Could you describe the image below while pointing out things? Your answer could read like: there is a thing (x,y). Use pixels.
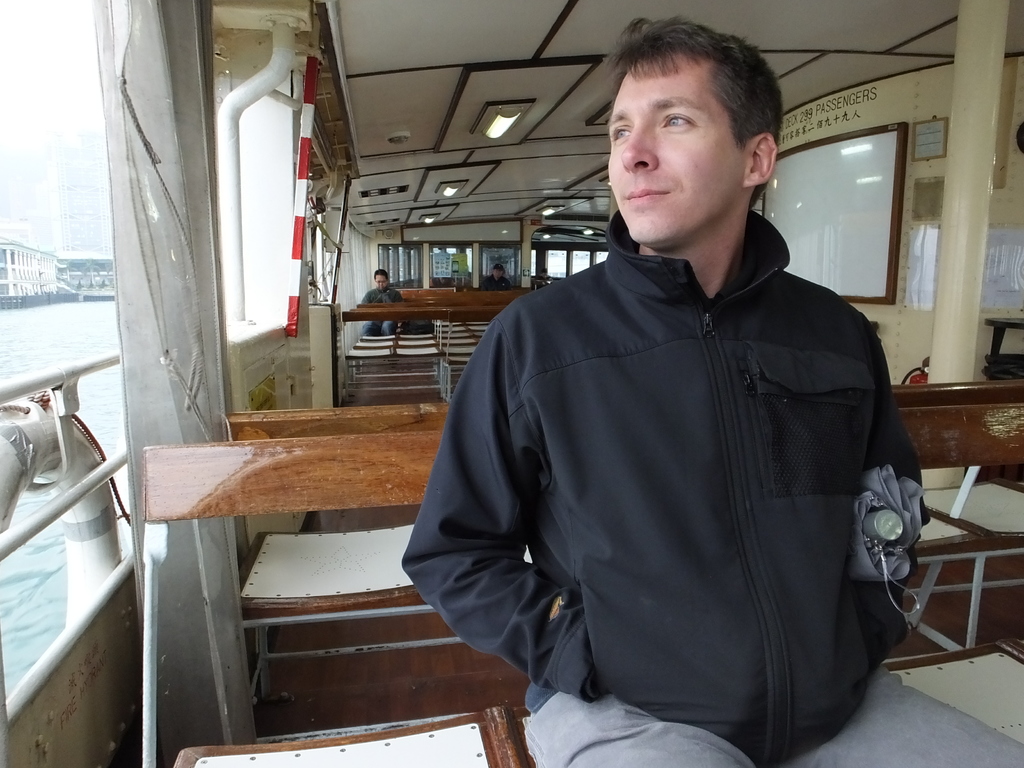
This image is taken inside a boat (138,749). There is a person (581,481) sitting in front of the image wearing a jacket (551,376). To the left side of the image (14,286) there are building (54,262). There is water (53,327).
